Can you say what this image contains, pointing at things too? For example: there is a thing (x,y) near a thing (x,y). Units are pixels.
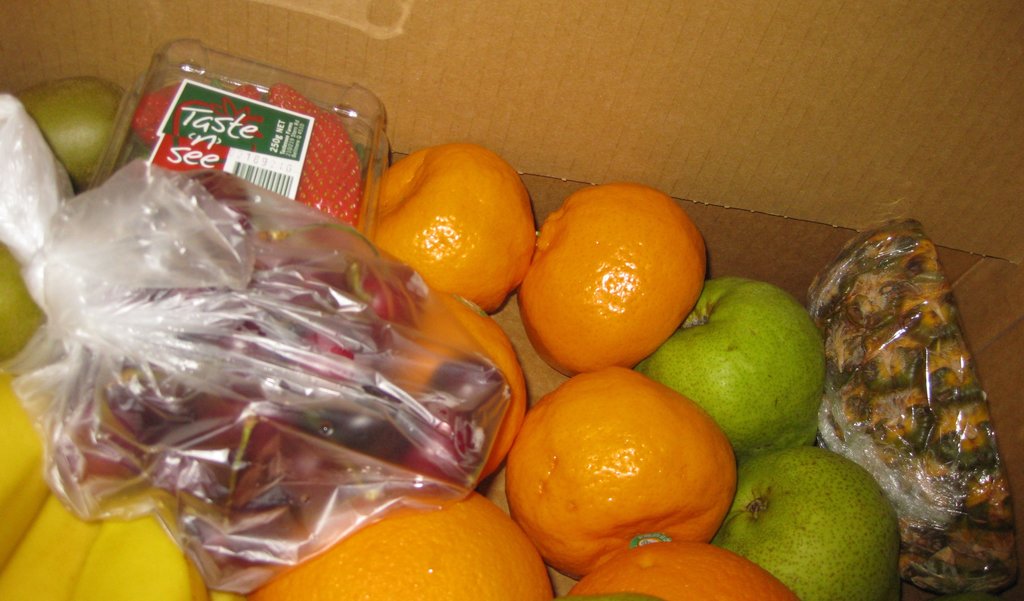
In this picture, we see a carton box (555,186) in which oranges (574,433), bananas (101,560), pears (64,141), pineapple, a plastic cover (355,364) containing cherries (248,370) and a box (181,107) containing strawberries (145,118) are placed.
